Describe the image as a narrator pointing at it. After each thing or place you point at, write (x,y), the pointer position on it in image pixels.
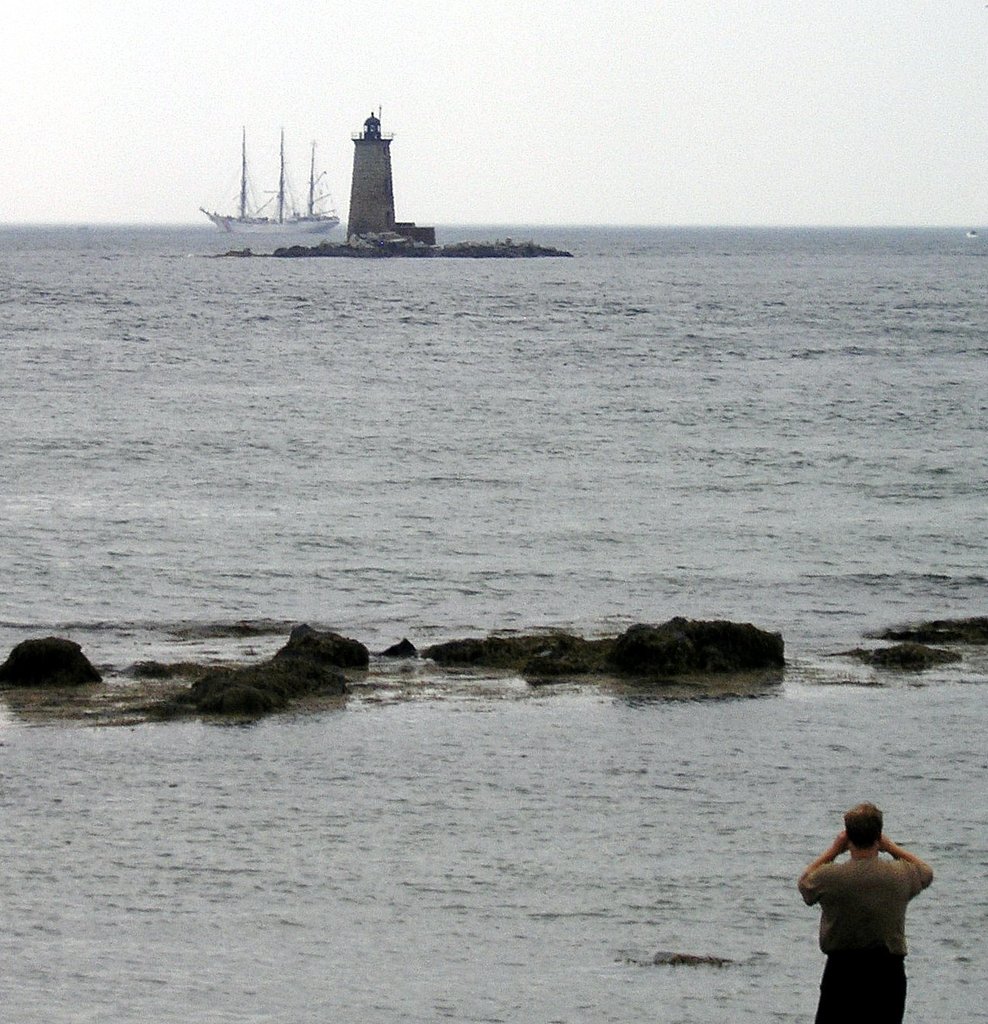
In this image I can see at the bottom (912,884) there is the man (904,939), he wore t-shirt (881,919), short (871,994). In the middle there is the construction (353,188) and there is a ship (316,226) in the water (385,339). At the top (448,63) there is the sky (470,57).
